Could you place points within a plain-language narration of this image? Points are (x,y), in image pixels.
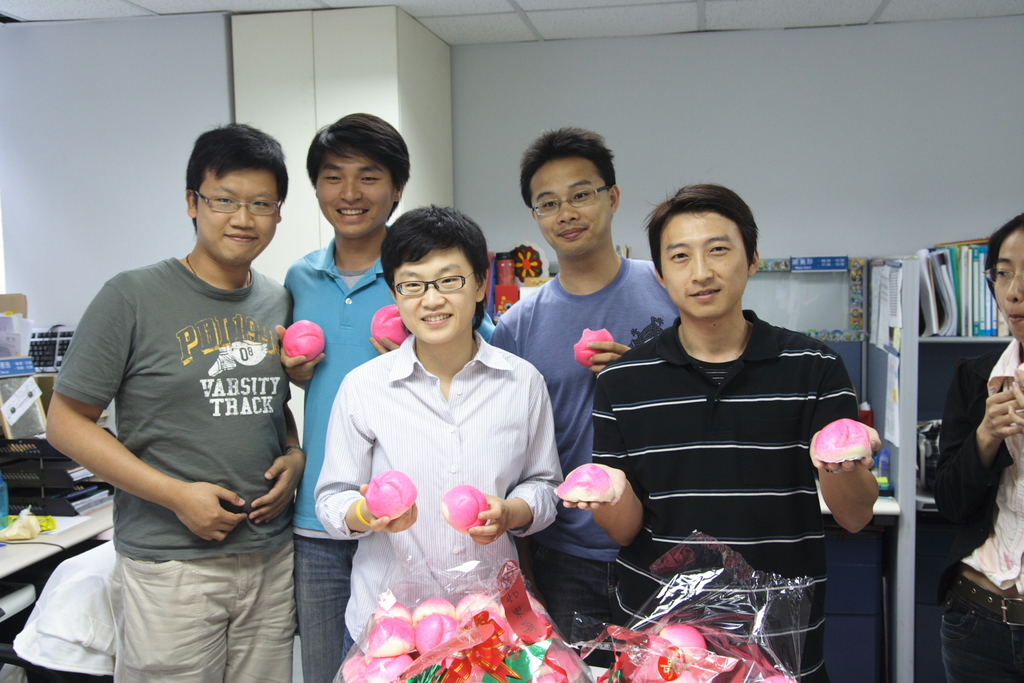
In this image we can see a few people (233,335) standing and holding some objects (828,460), behind that we can see shelf unit (905,512) and a few books (979,328), on the right (925,464) we can see few objects (883,472), we can see the wall (663,112).
